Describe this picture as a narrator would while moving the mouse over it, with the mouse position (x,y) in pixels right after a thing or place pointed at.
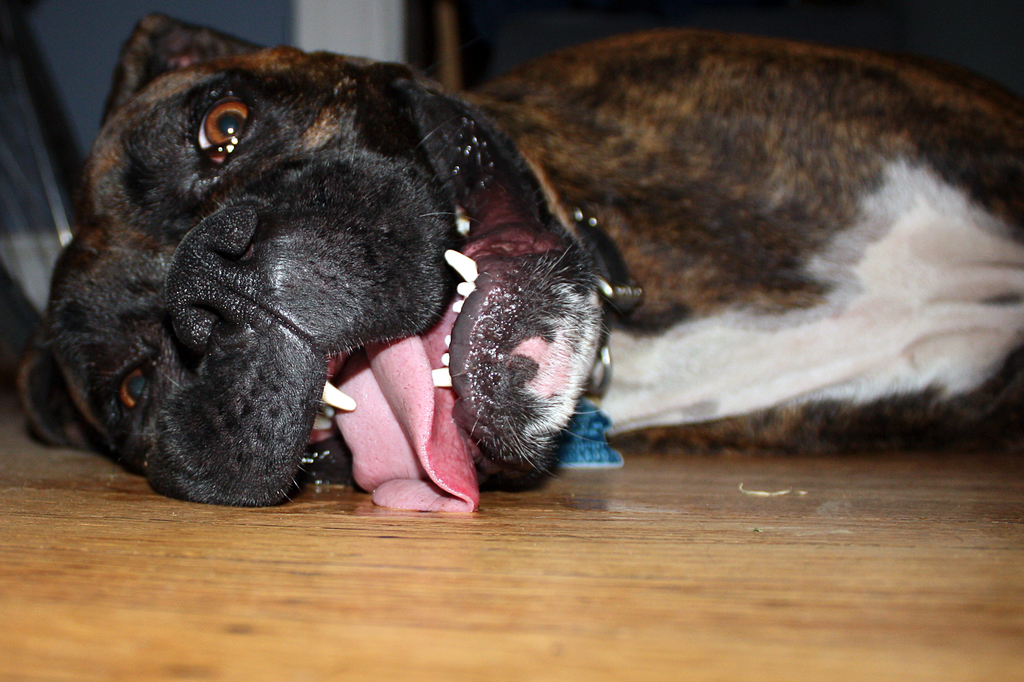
In this image there is a dog (368,237) lying on the floor (606,611).
